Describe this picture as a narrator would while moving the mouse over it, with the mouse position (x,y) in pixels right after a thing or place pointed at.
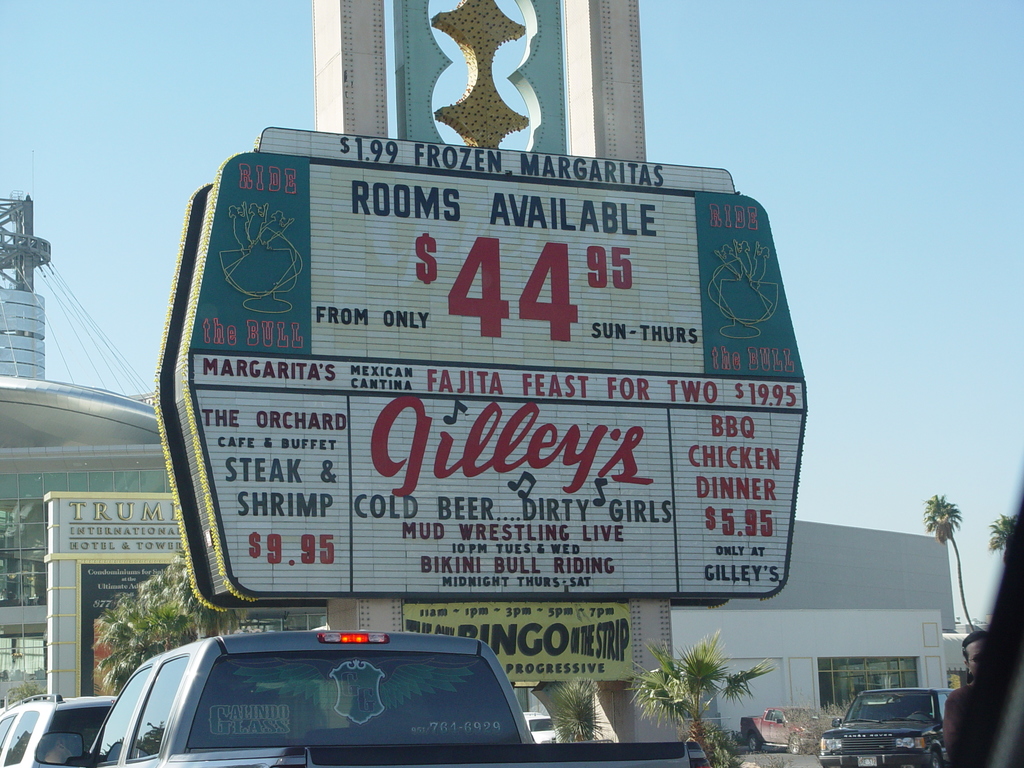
There are some vehicles (431,710) and trees (153,638) at the bottom of this image (402,699), and there is a building (800,664) in the background (795,646). There is a board (409,498) as we can see in the middle of this image (447,424). There is a sky (846,262) at the top of this image (658,111).
